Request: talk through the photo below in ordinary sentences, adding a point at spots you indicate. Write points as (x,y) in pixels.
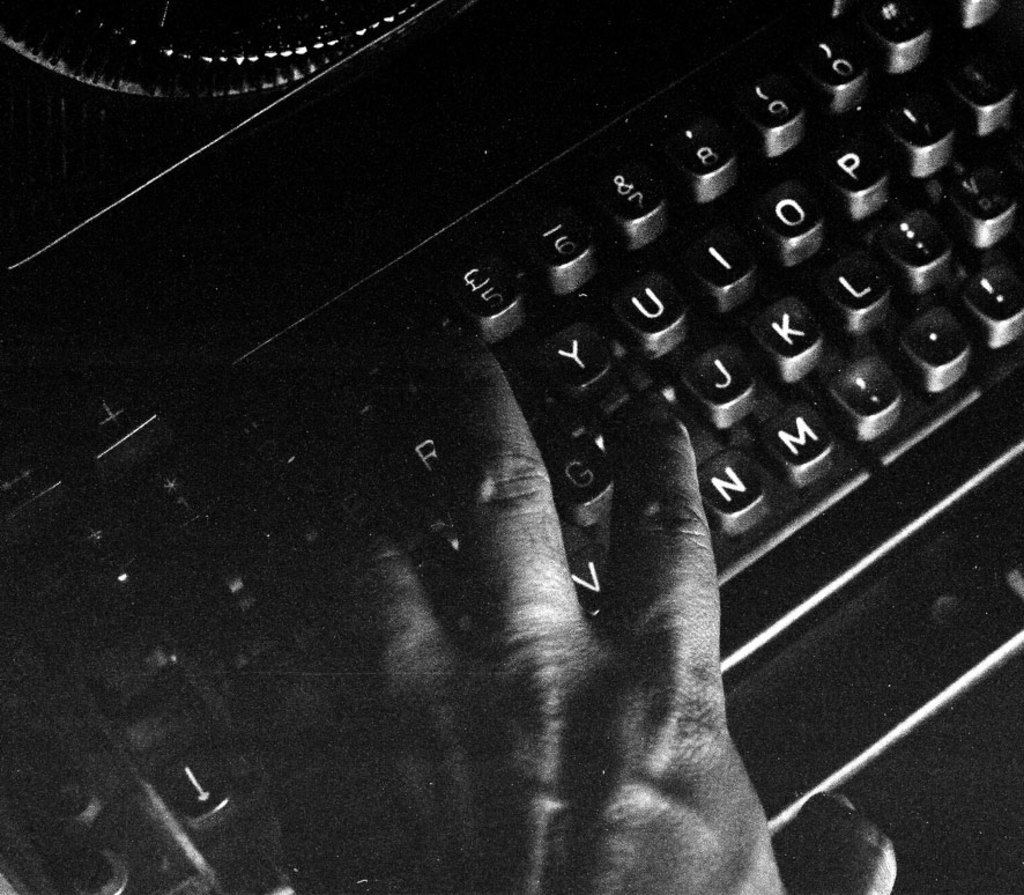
In this picture we can see a person hand (730,884) on a keyboard (994,266) and in the background (216,205) it is dark.
